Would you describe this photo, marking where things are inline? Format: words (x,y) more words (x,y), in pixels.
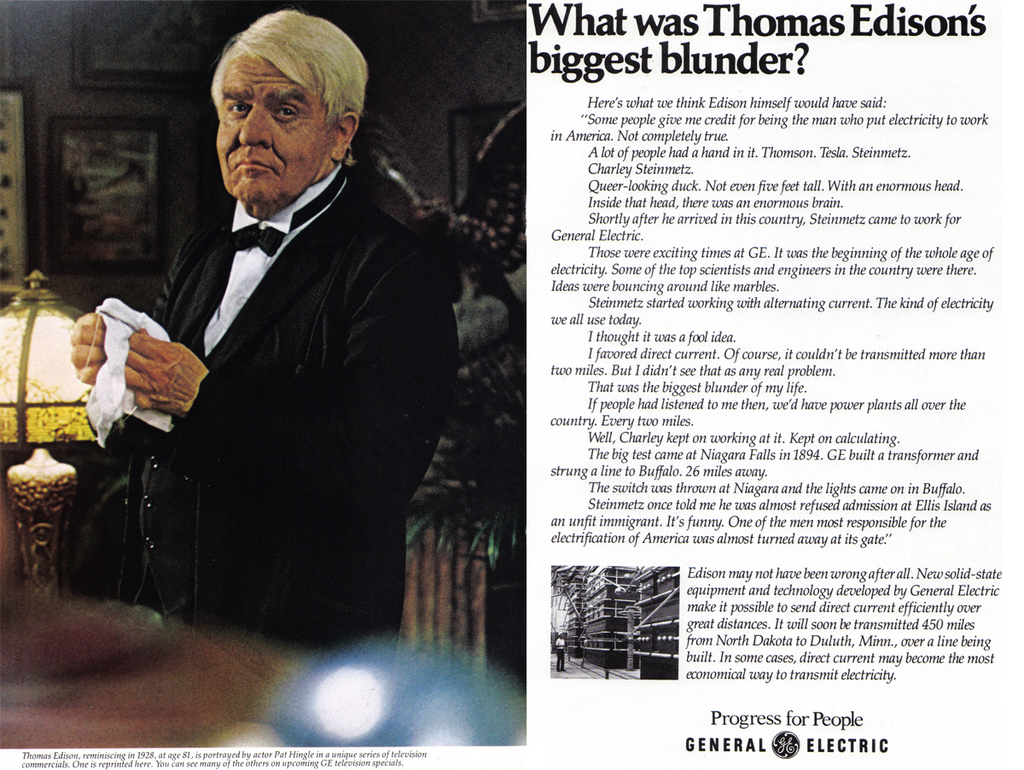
In this image I see a man (102,557) over here who is wearing suit (346,295) and I see that he is holding a white cloth (101,338) in his hand (88,374) and I see the light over here and I see there are words (667,172) written and numbers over here and I see a picture (615,612) over here which is of black and white in color.
